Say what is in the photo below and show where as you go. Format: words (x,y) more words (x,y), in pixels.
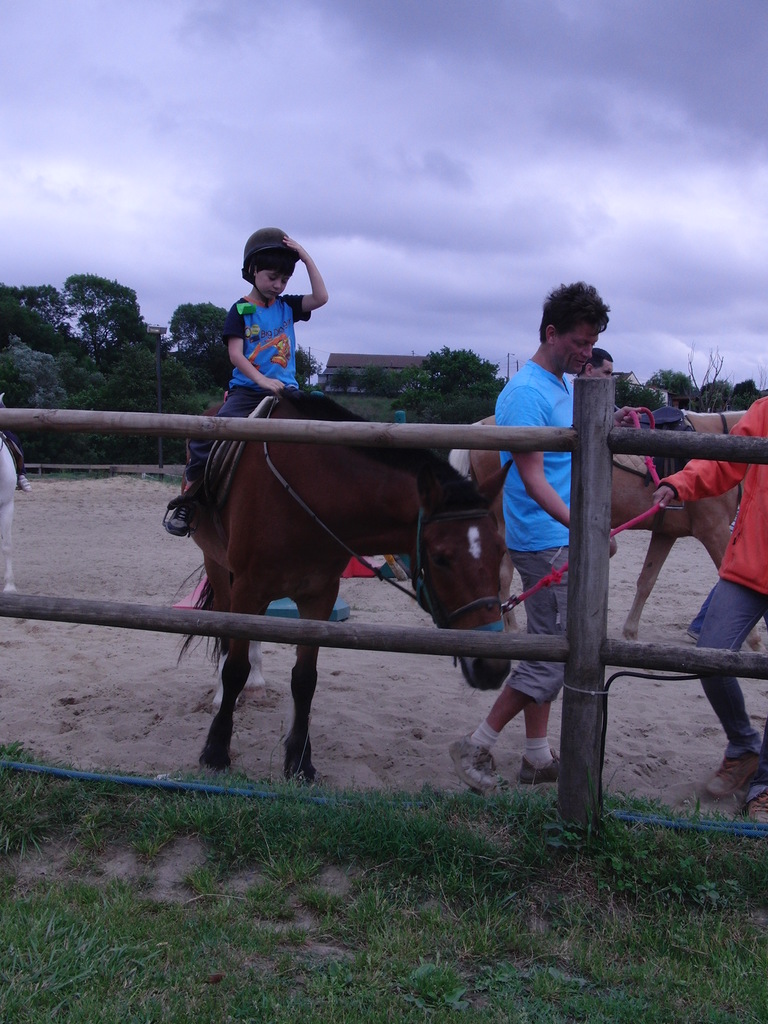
In the image, there is a horse (280,504) and a baby (266,295) is sitting on the horse (272,524), beside the baby (259,308) there are also few other men (530,462) holding other horses (652,517) in the ground (249,768), in the background (12,320) there are some other trees (173,358), buildings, the atmosphere in the image looking like rainy.
